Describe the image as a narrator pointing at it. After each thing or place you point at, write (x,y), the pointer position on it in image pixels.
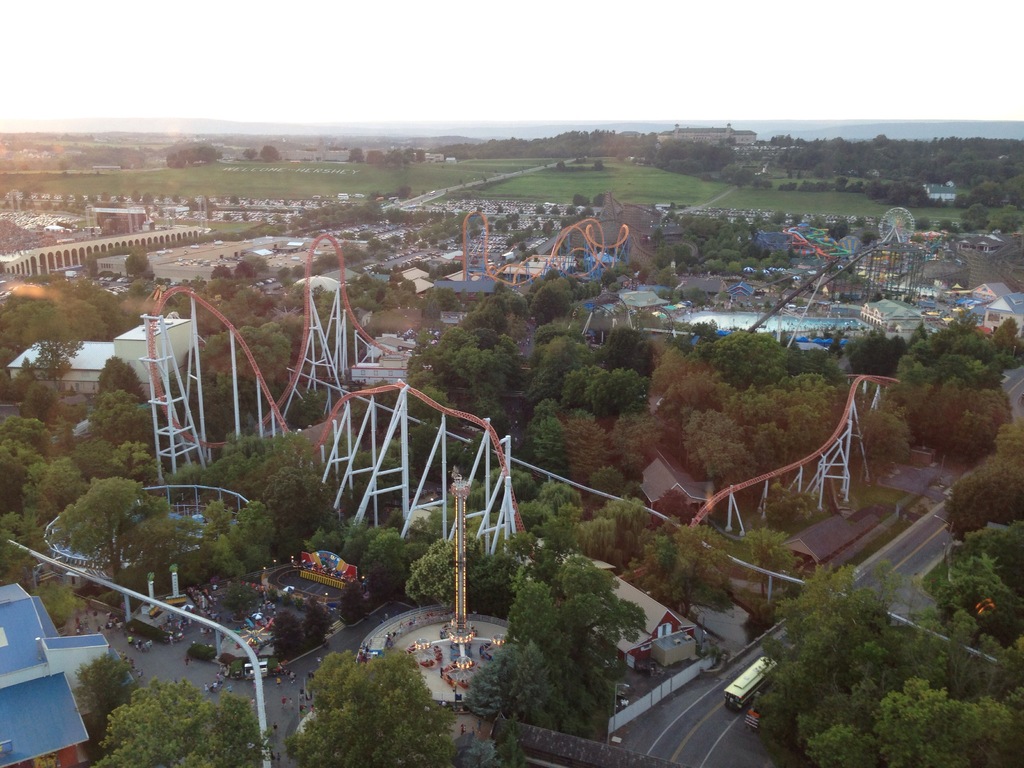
In the center of the image (402,409) there are rides (307,291). There are trees (626,409). In the background of the image (488,122) there is mountain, sky (317,88), buildings (718,131). At the bottom of the image (687,719) there is road (716,707).
